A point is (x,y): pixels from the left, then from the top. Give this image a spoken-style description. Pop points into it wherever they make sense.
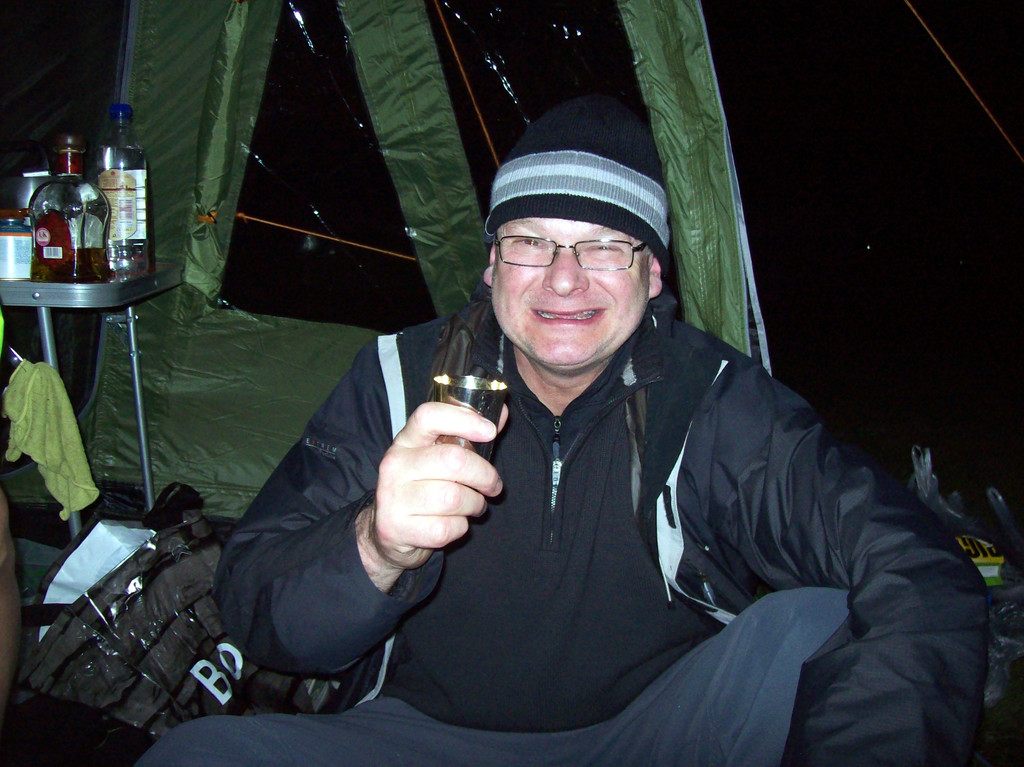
In the image we can see there is a person (649,616) who is sitting and he is holding glass (487,413) in his hand (458,457). He is wearing cap (630,179) and jacket (669,544). On table (81,293) there is wine bottle (90,271), water bottle (127,186) and there is a napkin (39,439) which is kept on the table stand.
